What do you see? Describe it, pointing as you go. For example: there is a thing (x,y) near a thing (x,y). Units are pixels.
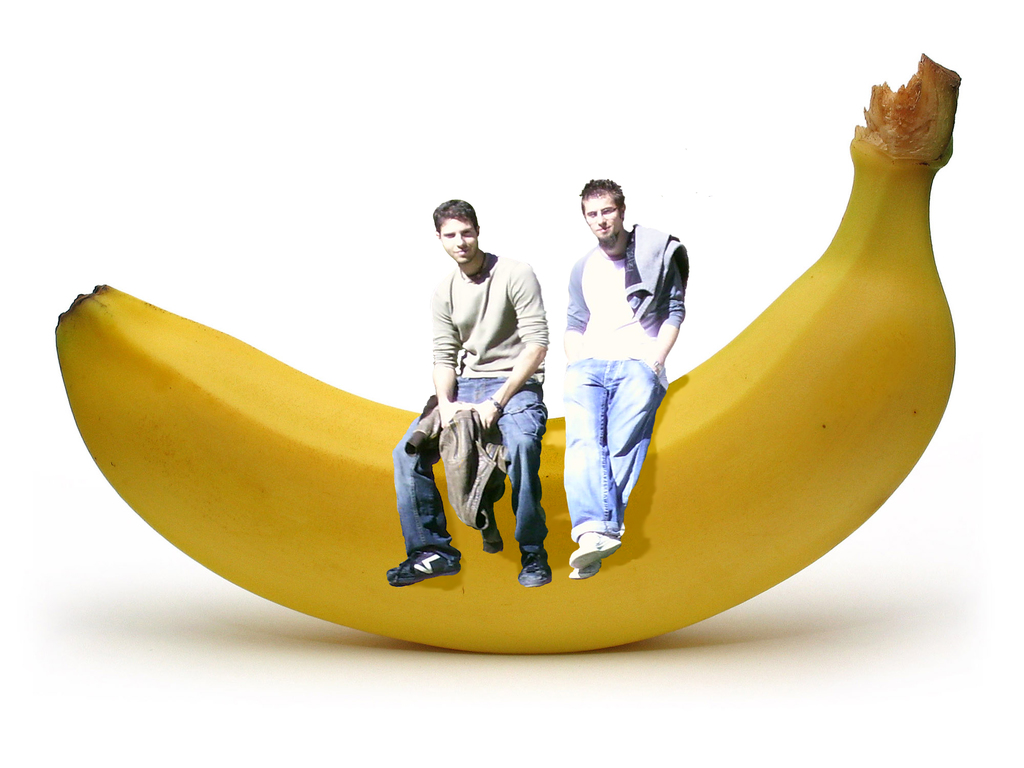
In this image I can see two people (423,513) sitting on the banana (741,455). I can see these people (629,484) are wearing the different color dresses (447,472). And there is a white background (366,259).
